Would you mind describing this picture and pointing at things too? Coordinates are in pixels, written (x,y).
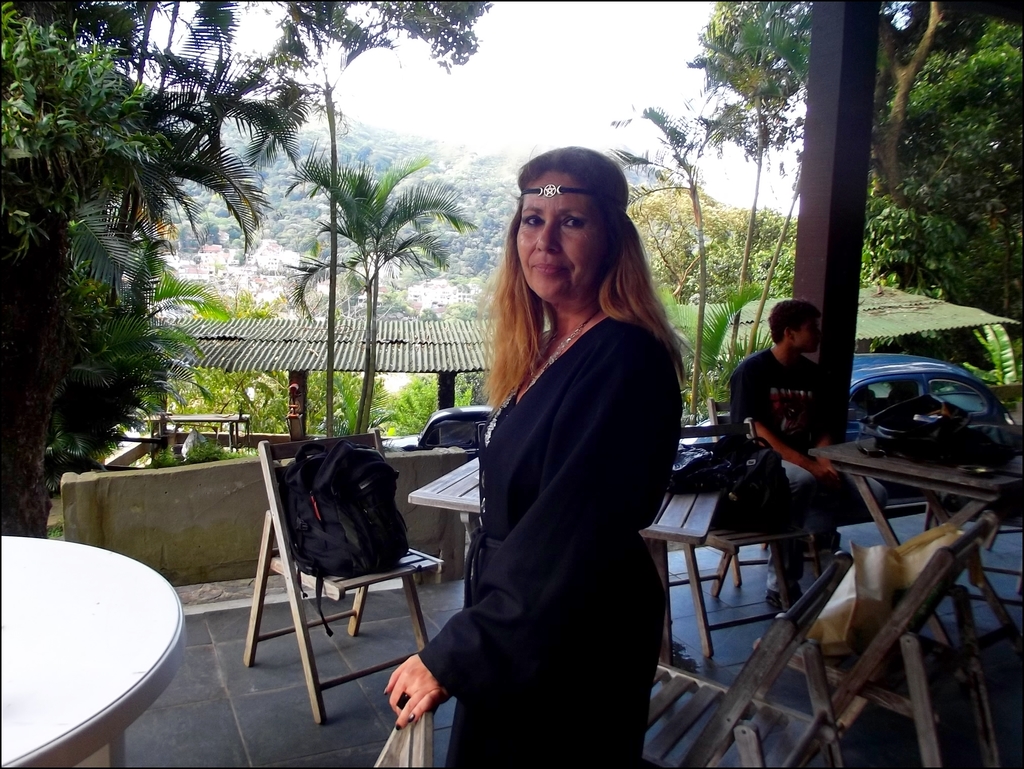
A lady (561,552) with black dress (569,584) is standing. To her head (598,237) there is a black band (562,192). To the right corner (992,325) there are some trees (959,212), roof (934,305), car (909,370), and a table (898,463). On the table (874,463) there is a bag (923,436). In front the table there is a man (799,412) sitting. In to the left corner (34,351) there is a tree (43,323), table (88,552). On the chair (294,562) there is a black color bag (351,516). In the background (370,150) we can see some mountains (298,239), buildings (294,274), sky (531,105).
